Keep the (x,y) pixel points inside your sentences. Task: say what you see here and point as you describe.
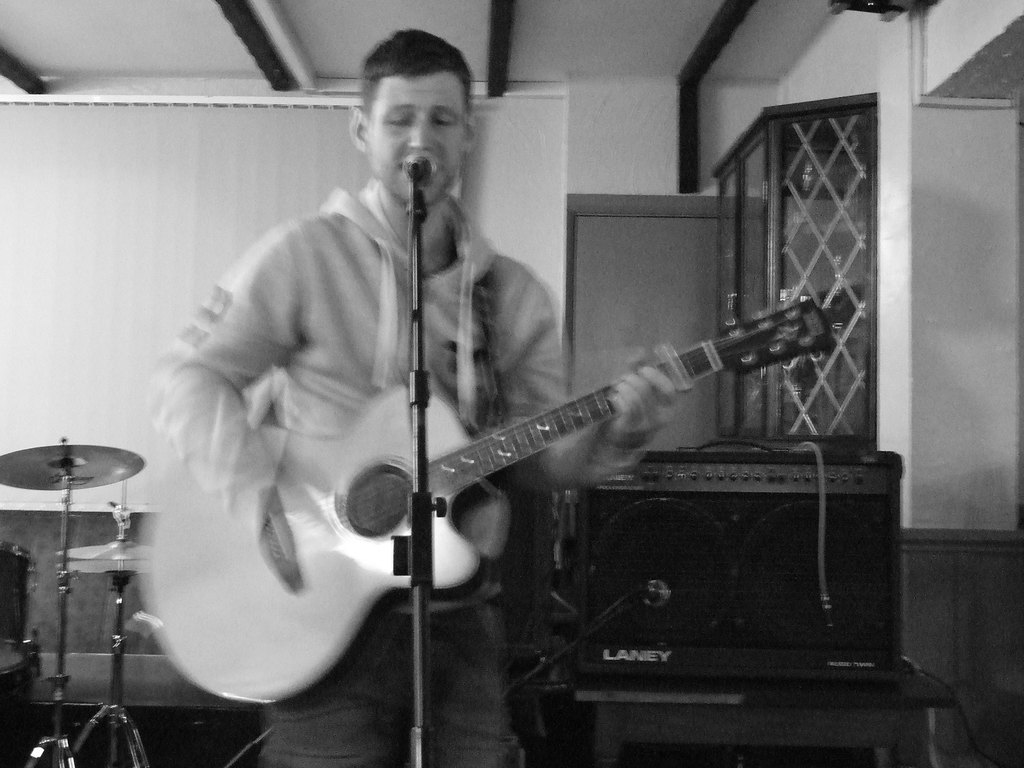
There is a person (334,309) standing in the middle of the image (348,445) and playing guitar (546,429). At the left of the image (68,514) there are drums (67,590). There is a speaker (752,594) on the table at the right of the image (781,608), there is a microphone (411,183) in front of the person (397,273).
